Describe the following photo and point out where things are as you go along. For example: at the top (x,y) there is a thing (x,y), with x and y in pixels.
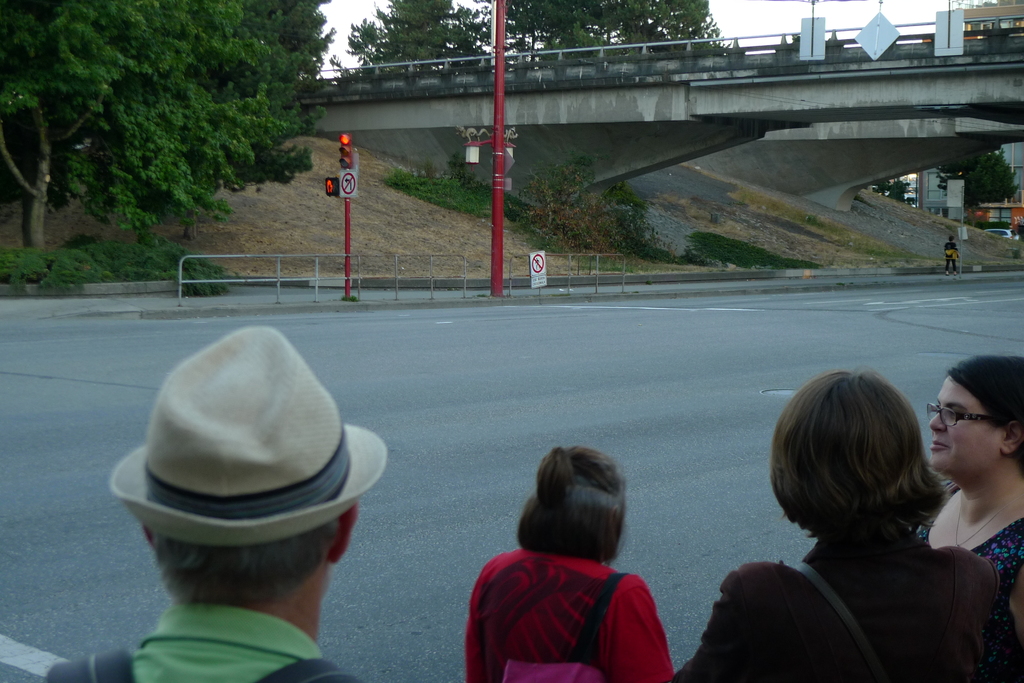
In this image there is a road (922,323), beside the road (758,344) there are people (746,587) standing, in the background (561,47) there are poles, trees (547,44), bridges (750,95) and the sky (350,18).
